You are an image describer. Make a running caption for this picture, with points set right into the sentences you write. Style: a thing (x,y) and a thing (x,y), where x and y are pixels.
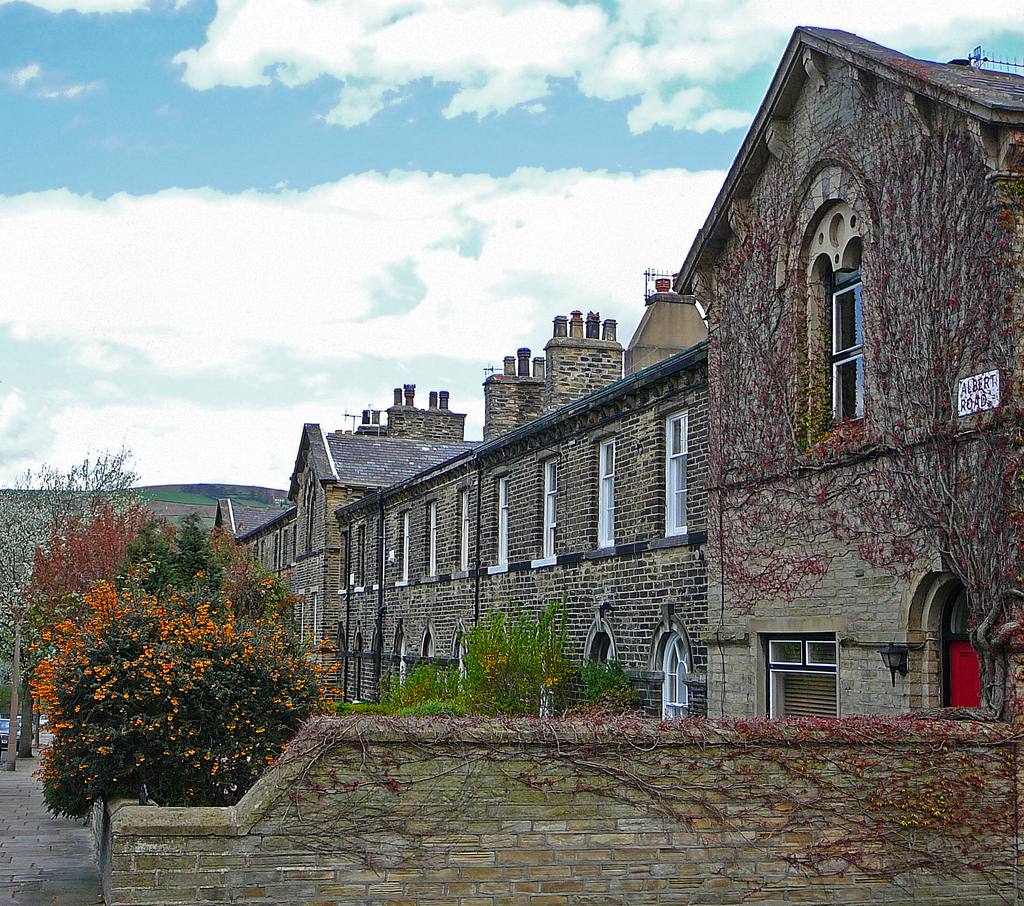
In this image we can see a building (656,614). To the left side of the image (246,669) we can see group of trees (186,708) a vehicle (0,735) parked on the road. In the background (162,485) we can see mountain (180,492) and a cloudy sky (204,267).
